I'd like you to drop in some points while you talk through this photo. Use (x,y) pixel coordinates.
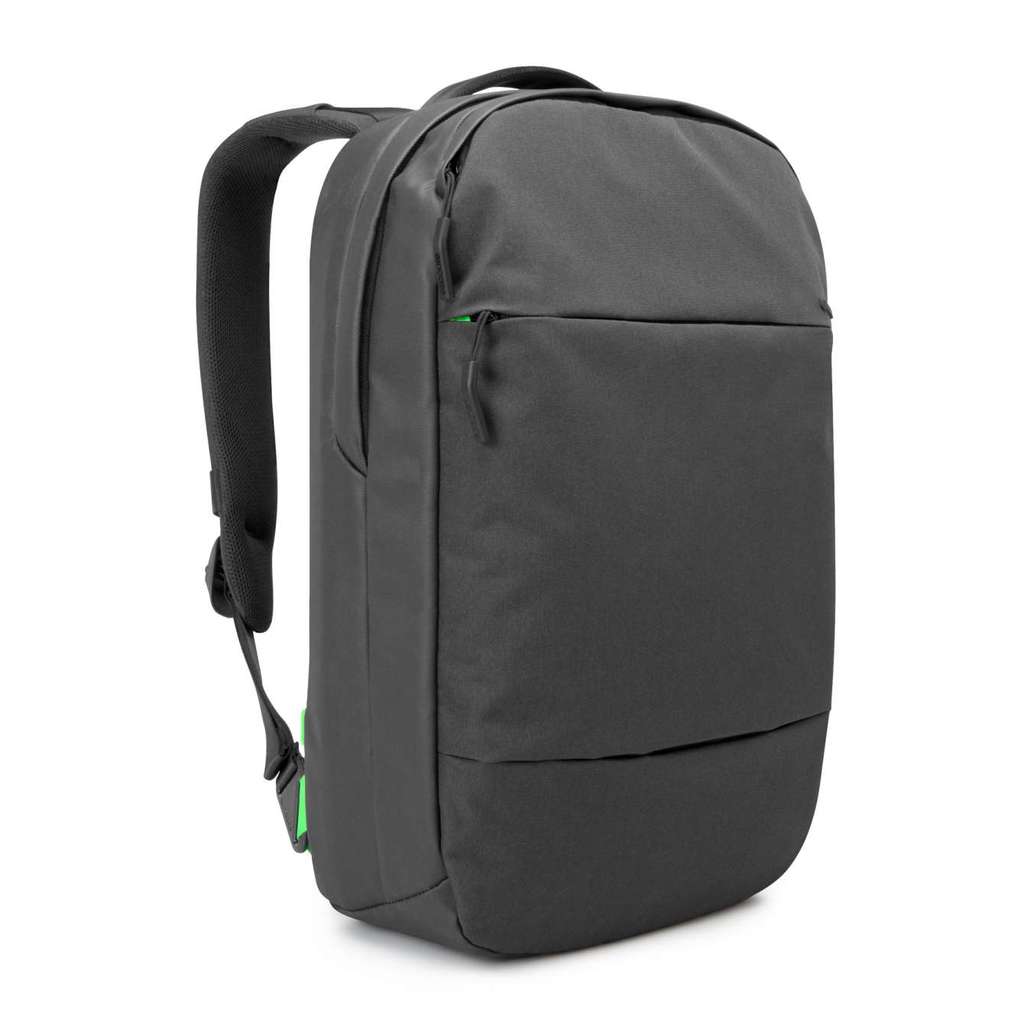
In this picture we can see a backpack (742,423) which is in black color.
